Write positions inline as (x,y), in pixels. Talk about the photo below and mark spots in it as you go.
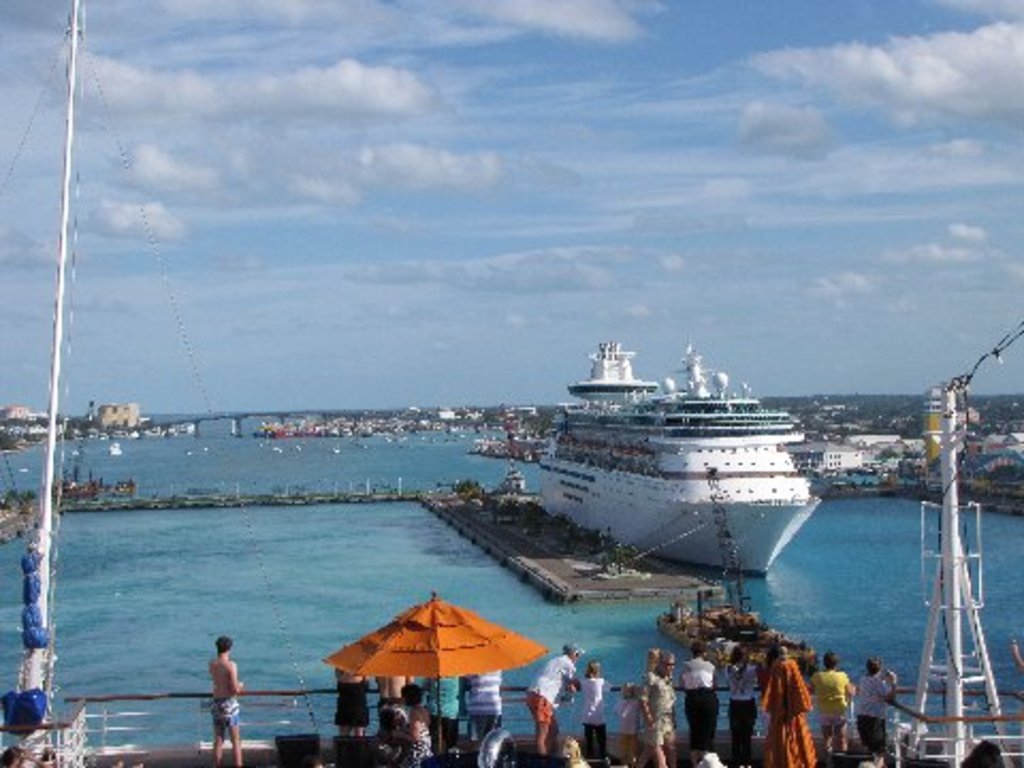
In this image I can see a crowd (221,649) is standing near the fence (377,690) and an umbrella hut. In the middle (682,435) I can see ships (677,487) and boats (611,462) in the water (428,457) and houses (852,453), trees (901,408). On the top (411,169) I can see the blue sky (539,238). This image is taken during a sunny day may be near the lake (244,672).
